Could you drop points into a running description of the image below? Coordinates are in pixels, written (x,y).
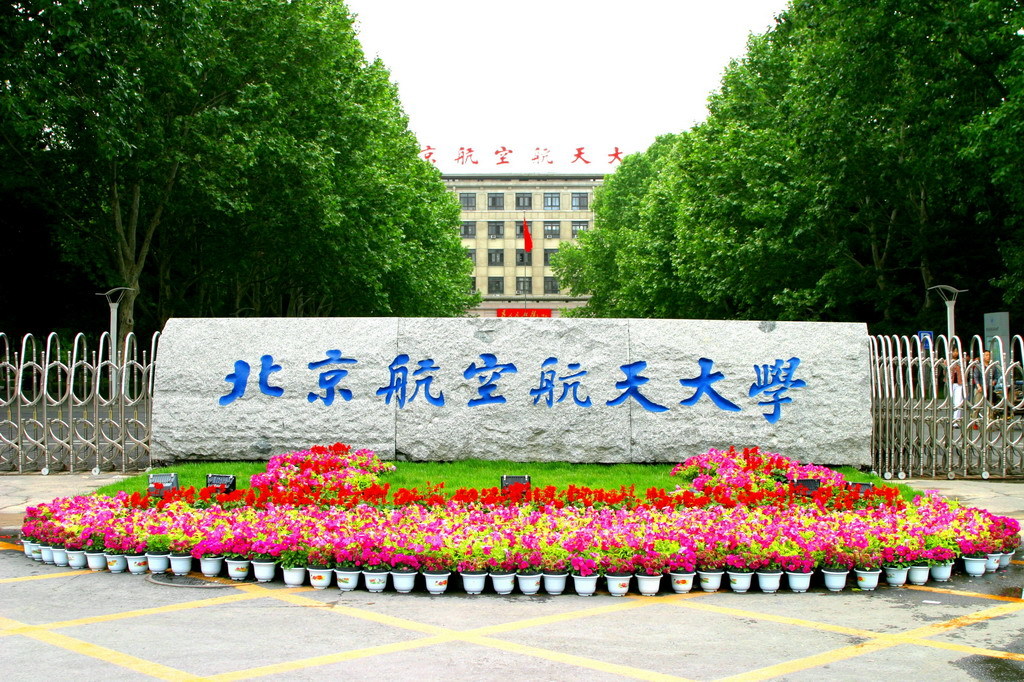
In this picture we can see a fence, flowers (757,517) and in the background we can see trees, building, sky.
